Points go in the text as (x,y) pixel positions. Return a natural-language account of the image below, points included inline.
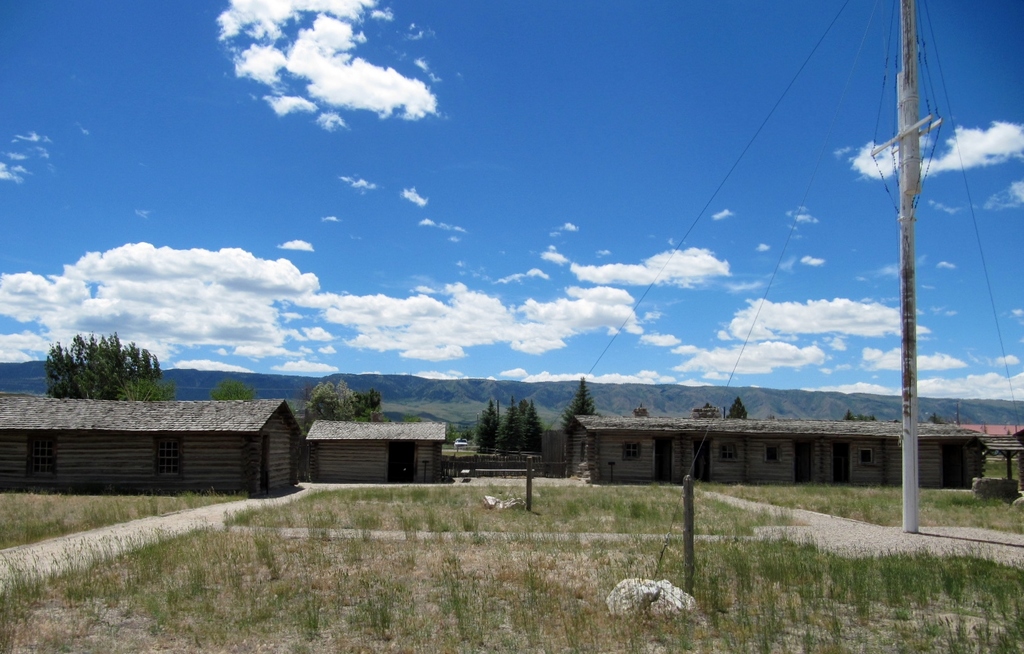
In this image, I can see houses (701,435), grass (306,582) and trees (481,436). On the right side of the image (902,456), there is a pole (914,479) with ropes (661,574). In the background (567,396), there are hills (209,372) and the sky (521,348).
